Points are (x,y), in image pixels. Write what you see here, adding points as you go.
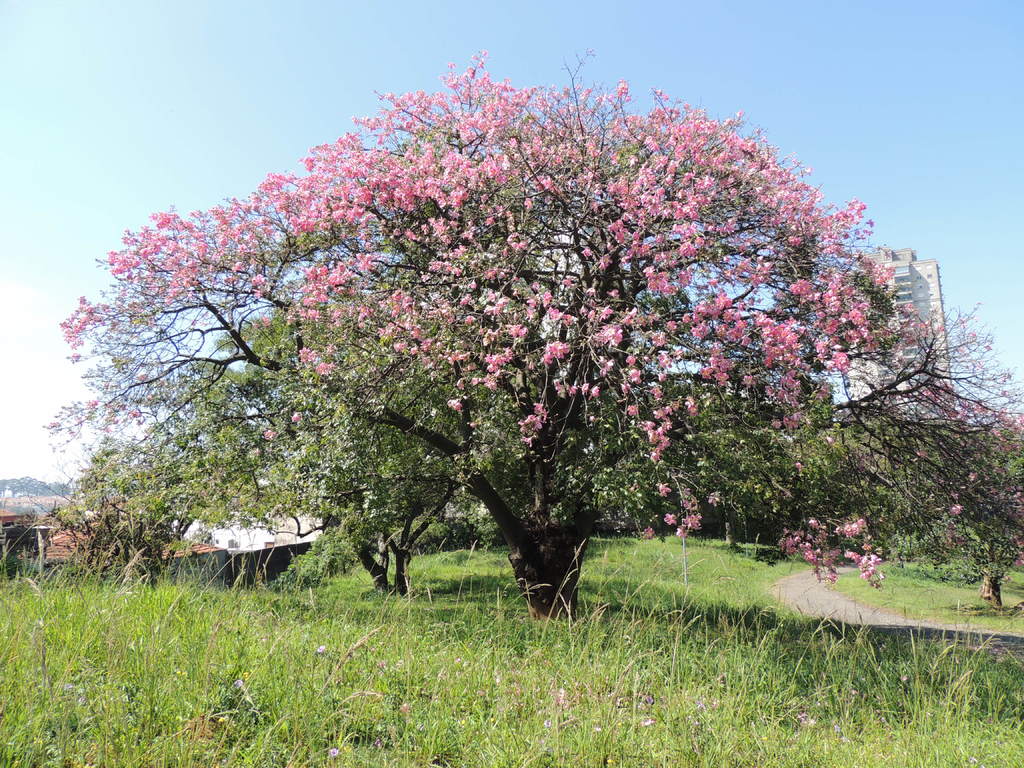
In this image we can see tree (644,444) with flowers (809,560), buildings (907,249), road (843,602), plants (479,663) and sky (106,377) with clouds (35,469).
